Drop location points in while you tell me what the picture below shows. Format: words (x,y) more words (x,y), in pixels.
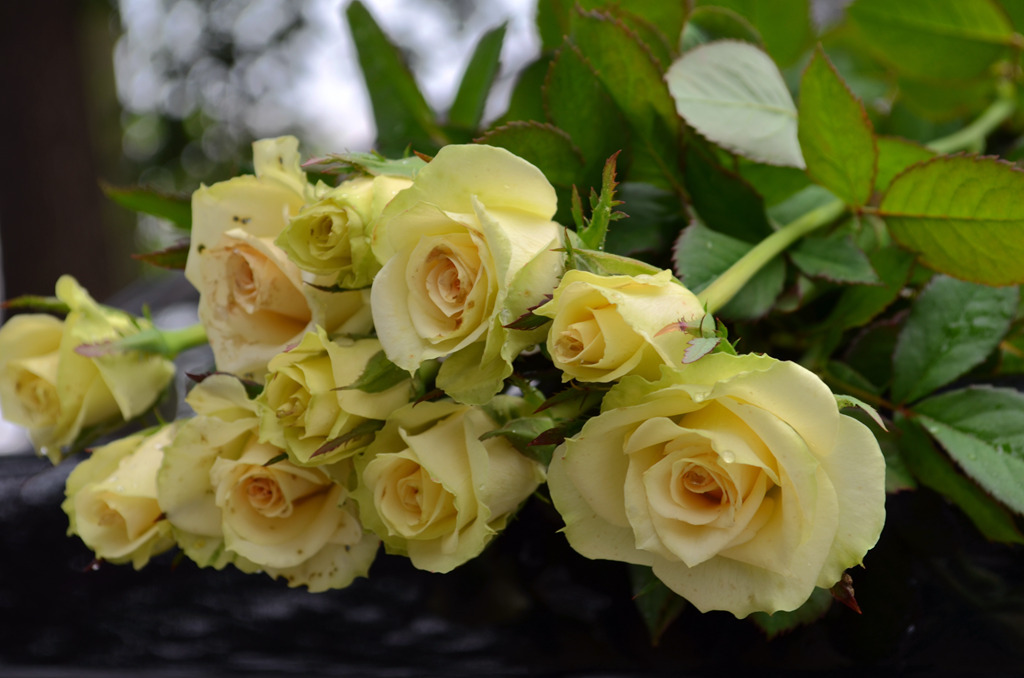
This picture seems to be clicked outside. In the foreground (141,526) we can see the roses (447,222) and the green leaves (747,173). The background of the image (220,159) is blurry.
